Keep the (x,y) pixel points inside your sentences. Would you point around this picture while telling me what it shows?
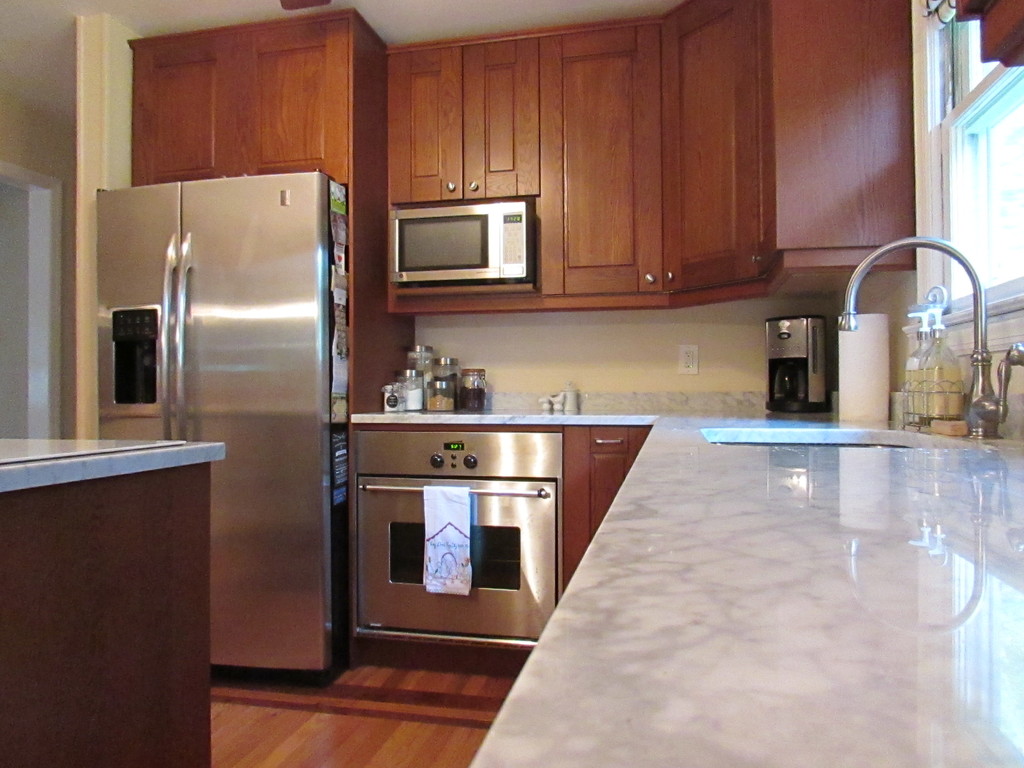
In this image we can see inside view of a kitchen (260,387), there is refrigerator (246,413), stove (511,502) besides microwave oven (449,244), there is sink (753,436), coffee maker (782,370) and some other items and bottles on surface (630,502), top of the image (652,245) we can see cupboards (659,168), oven (454,229).
